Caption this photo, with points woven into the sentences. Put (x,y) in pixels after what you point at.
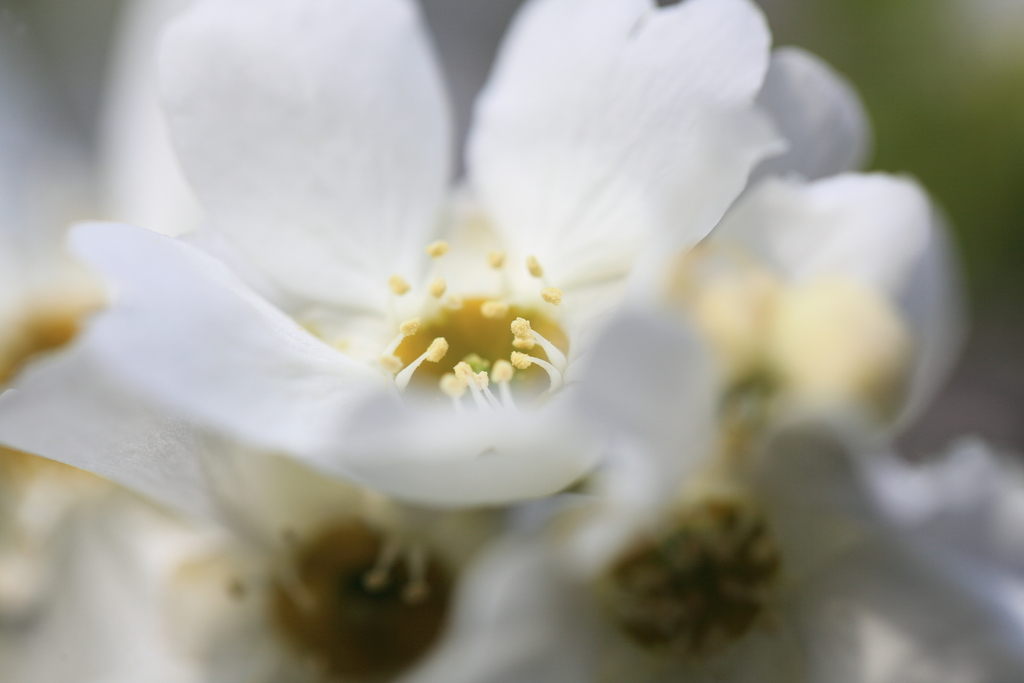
In this image, there are white flowers (398,597). The background (1000,73) is blurry.
